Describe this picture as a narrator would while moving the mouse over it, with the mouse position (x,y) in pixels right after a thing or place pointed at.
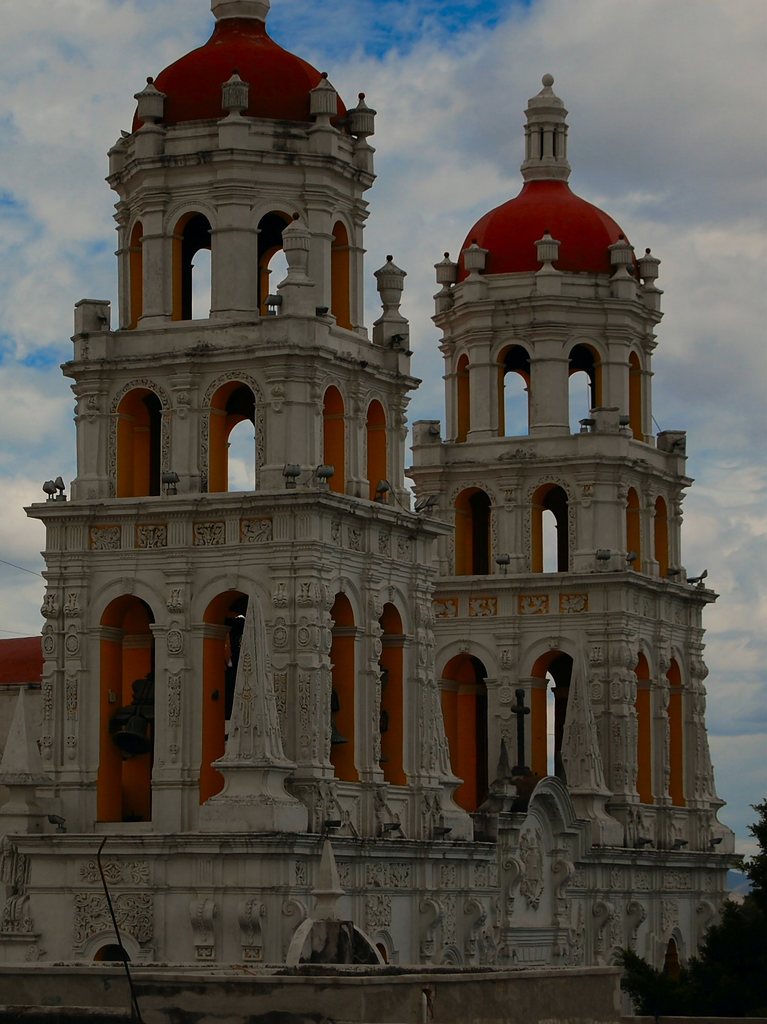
In this picture there is a white and orange color two temple towers (366,661) seen in the front (369,751) with some arch (207,774) and dome (508,245) on the top (498,240). Behind there is a sky (422,85) and clouds (569,85).
